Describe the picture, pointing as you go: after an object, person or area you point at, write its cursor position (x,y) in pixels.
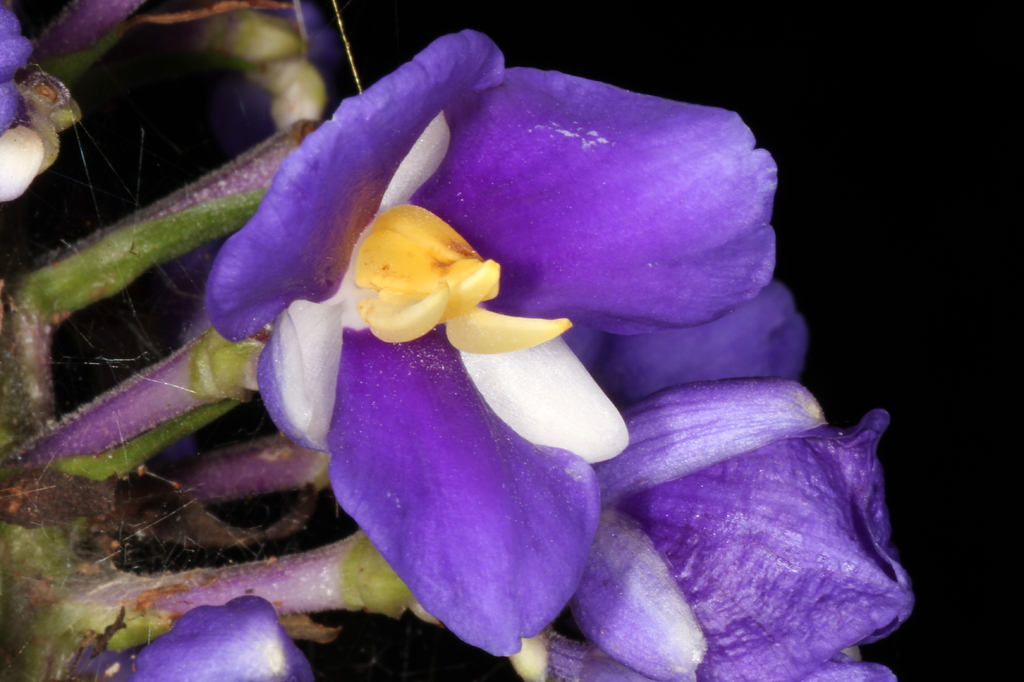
In this image in the foreground (480,458) there are some flowers (461,102), and there is a black background (1018,189).
